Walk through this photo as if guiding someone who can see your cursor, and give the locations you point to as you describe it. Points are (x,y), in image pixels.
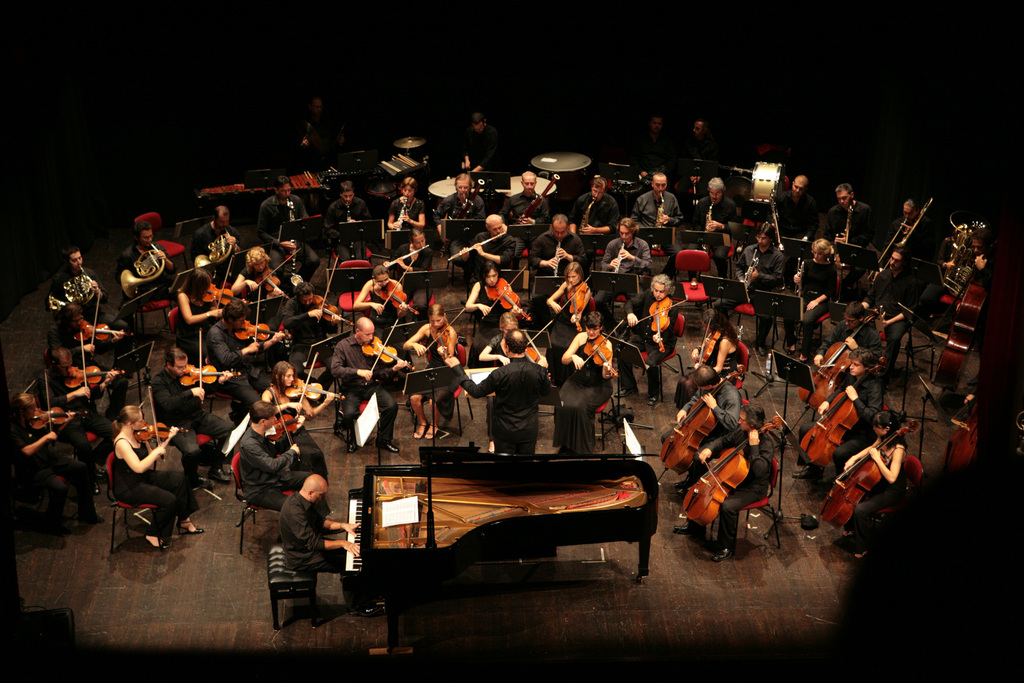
In this image we can see this people (657,371) are sitting and playing violin (594,349). This people (630,233) are playing flute (411,257) and this people (132,290) are playing trumpet (78,292). We can see this man (297,537) is playing piano (374,549).
